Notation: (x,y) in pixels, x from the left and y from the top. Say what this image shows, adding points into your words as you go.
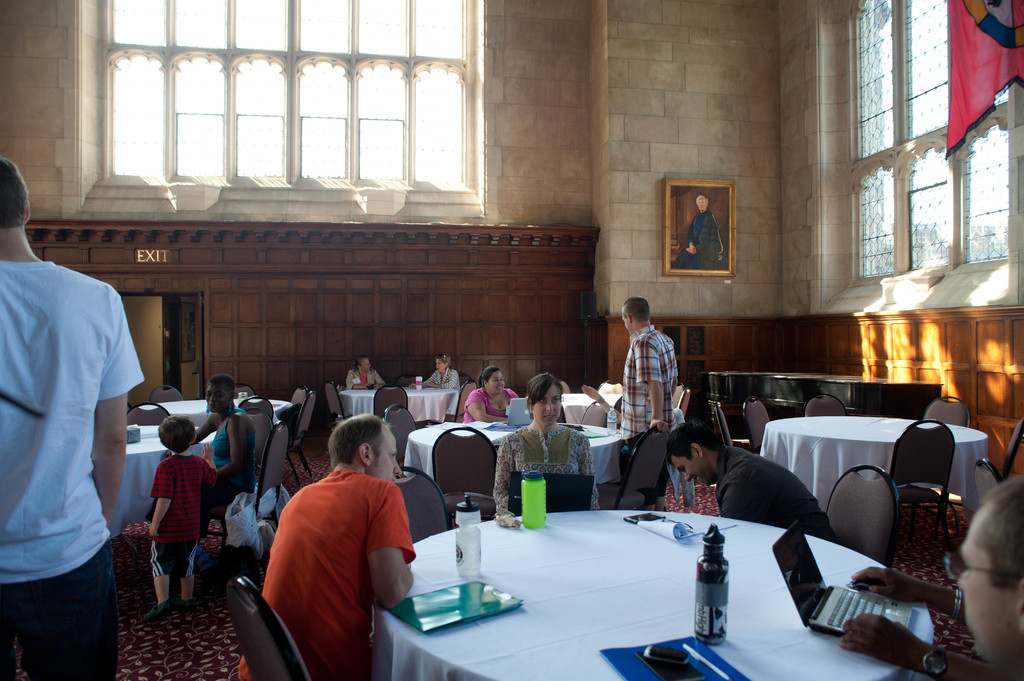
In the picture we can find a set of people (546,395) sitting on a chairs (385,403) near to the table (369,396) and three people (23,562) are standing, in background (564,63) we can find walls (519,71) with photo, and on tables (415,404) we can find laptops (511,404), folders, bottles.
